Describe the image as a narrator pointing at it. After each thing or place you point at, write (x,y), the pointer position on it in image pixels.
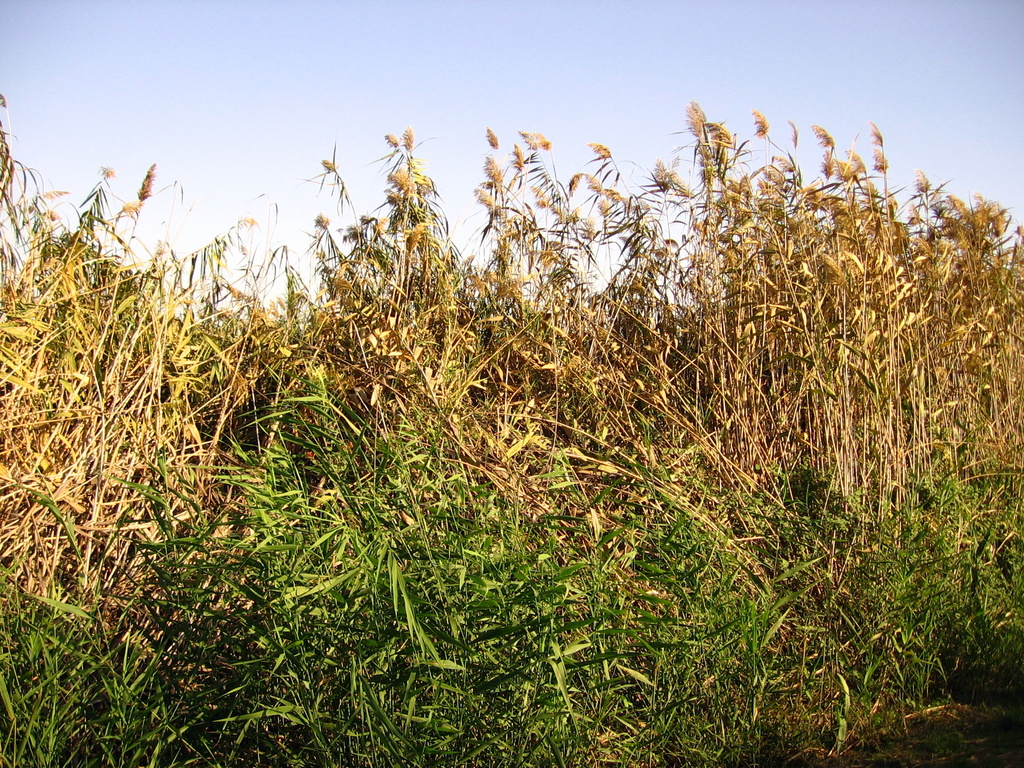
In this image, I can see the plants (455,576) with the leaves (517,647). This is the sky (377,67).
